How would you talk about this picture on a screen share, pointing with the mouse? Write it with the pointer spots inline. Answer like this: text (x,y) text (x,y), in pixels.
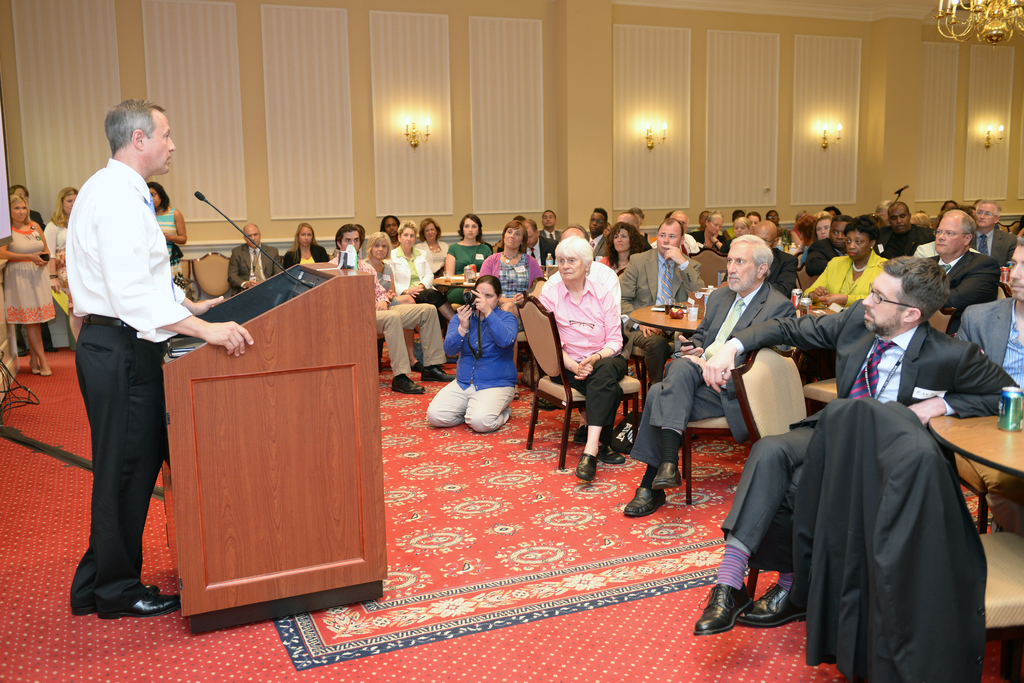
This picture shows a meeting room (383,172) where group of people (560,271) seated on the chairs (214,291) and a person (99,281) is standing in front of a podium (264,304) and speaking with the help of a microphone (313,286) and we see a woman (489,276) taking photographs with a camera (462,292).
